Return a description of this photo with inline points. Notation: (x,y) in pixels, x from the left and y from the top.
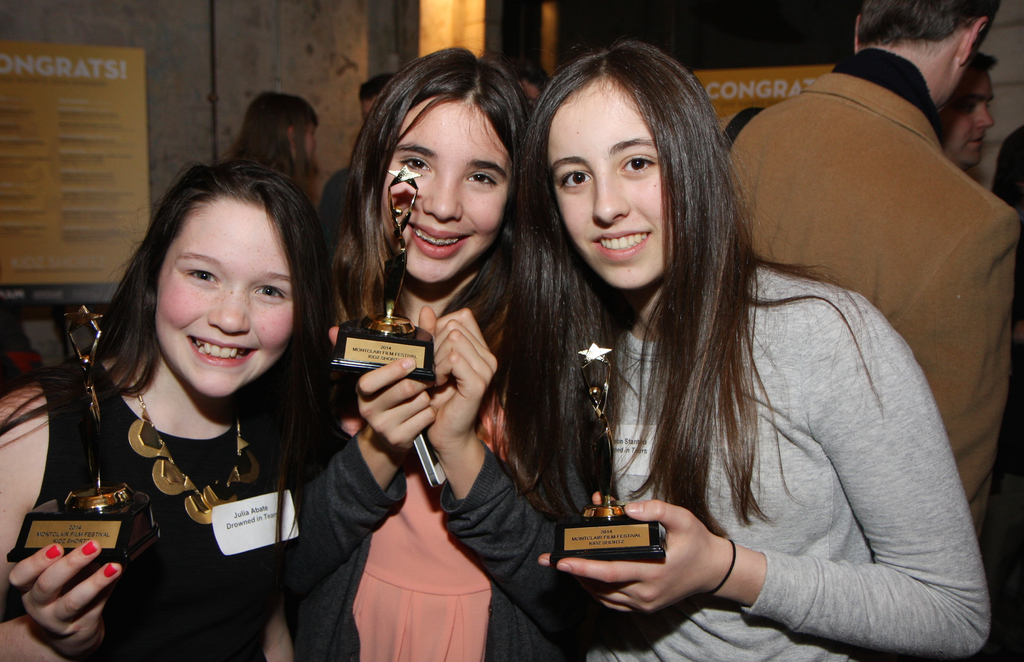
In front of the image there are three ladies (565,482) standing and they are holding trophies (607,423) in their hands (368,385). And they are smiling. Behind them there are few people (341,189) standing. And in the background (142,122) there are posters (144,102) with text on it.
